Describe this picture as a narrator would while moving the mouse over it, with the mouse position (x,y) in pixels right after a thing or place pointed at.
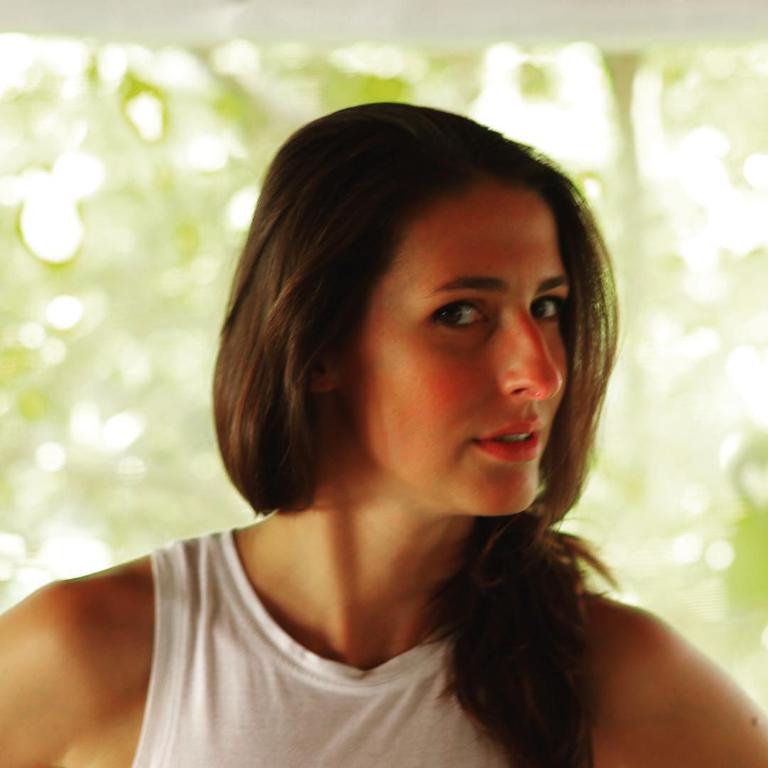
A beautiful woman (588,637) is looking at this side she wore white color top (326,729).
